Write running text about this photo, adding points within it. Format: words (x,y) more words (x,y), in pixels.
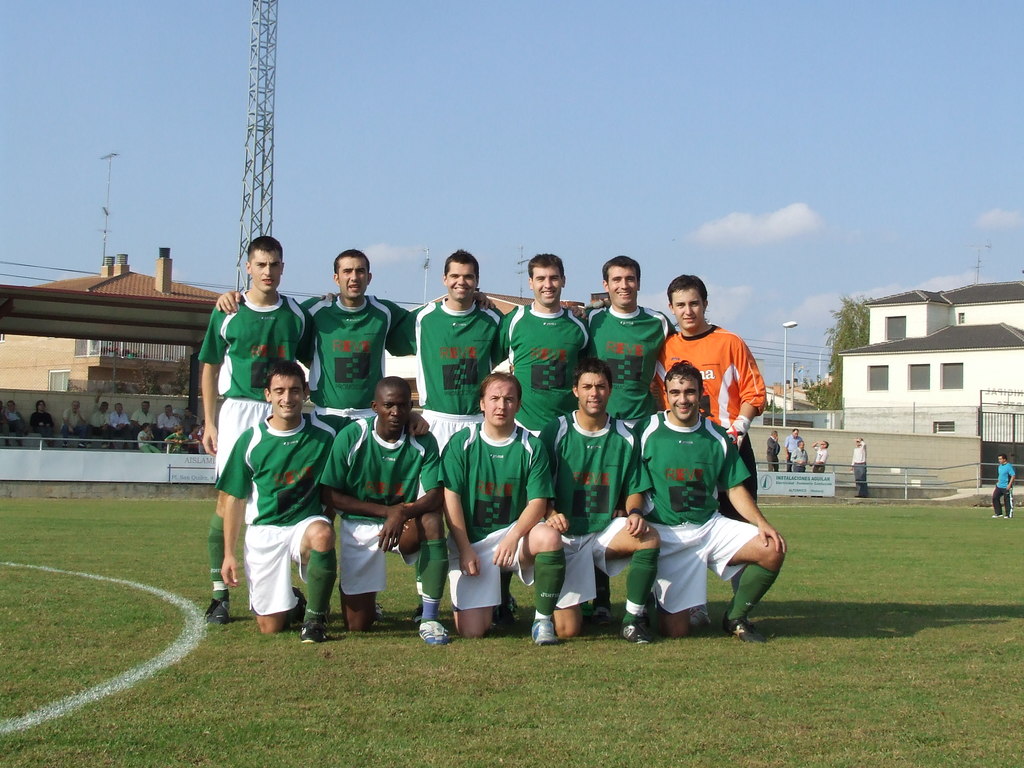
In this picture I can see group of people (703,362) standing, there are group of people (349,465) sitting on their knees (640,533), and in the background (864,429) there are houses (895,389), trees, group of people (37,433) sitting, group of people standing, a board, and there is sky (537,145).
